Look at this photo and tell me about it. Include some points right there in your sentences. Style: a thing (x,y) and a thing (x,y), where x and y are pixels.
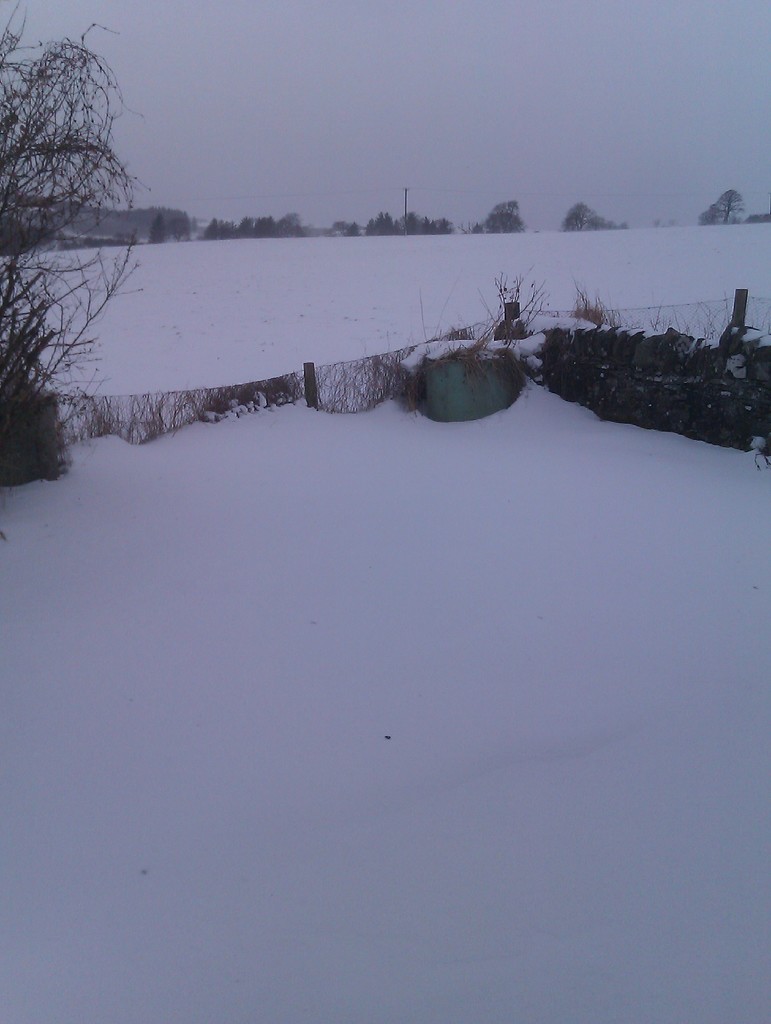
In the image I can see trees (58,464), plants (403,382), the snow (398,602), poles (508,311) and some other objects (379,404) on the ground (376,336). In the background (411,86) I can see the sky (409,97).
